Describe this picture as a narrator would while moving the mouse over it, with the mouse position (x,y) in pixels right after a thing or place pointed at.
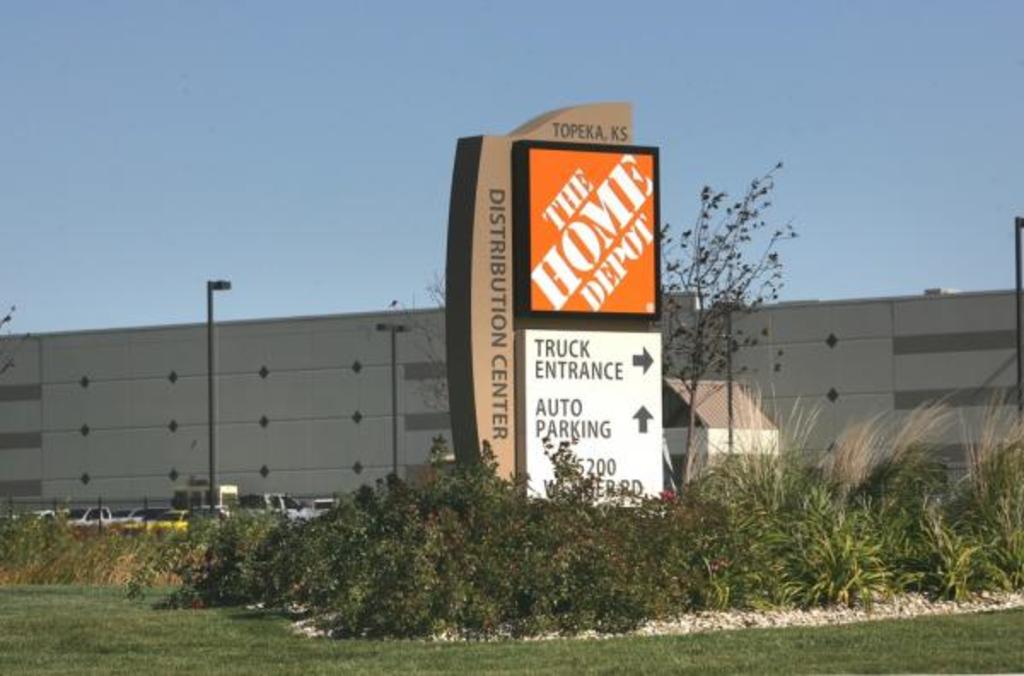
In this picture we can see boards (587,390) with some text (588,354) on it, here we can see vehicles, plants (416,626), trees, wall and poles (1016,243) and we can see sky (1022,213) in the background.
